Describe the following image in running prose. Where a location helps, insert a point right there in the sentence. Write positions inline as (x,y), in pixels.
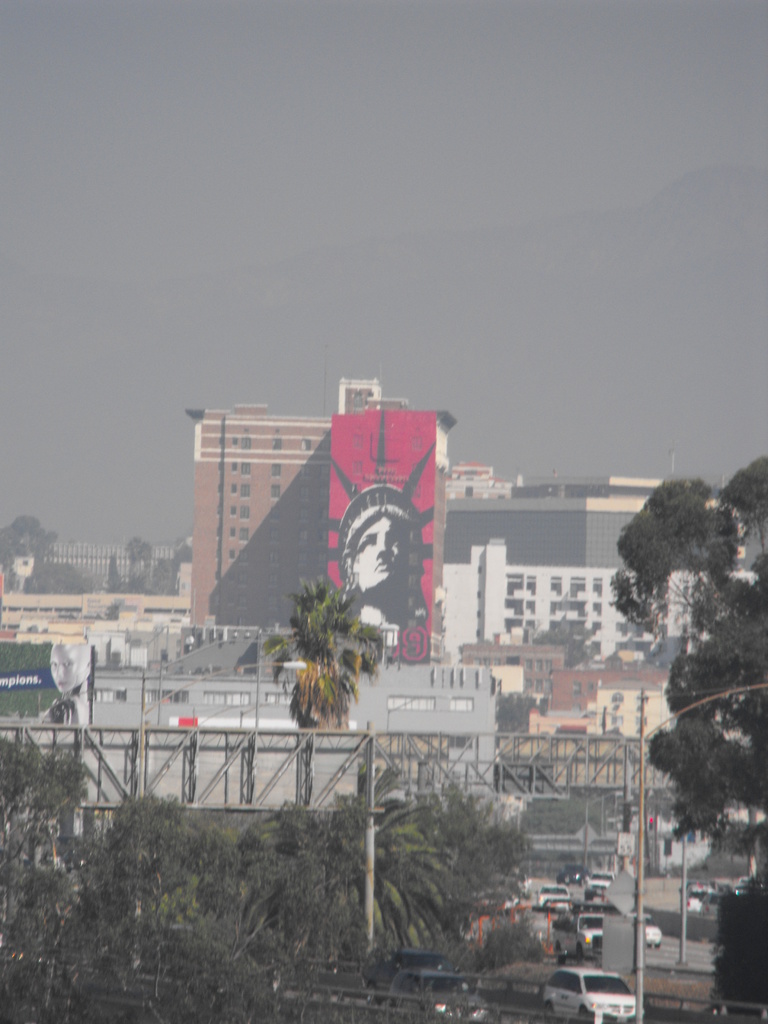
In the image there are many buildings (463,582) and on the road (585,907) a lot of vehicles (604,902), there is a bridge (169,792) above the road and around the bridge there are many trees (347,817).
